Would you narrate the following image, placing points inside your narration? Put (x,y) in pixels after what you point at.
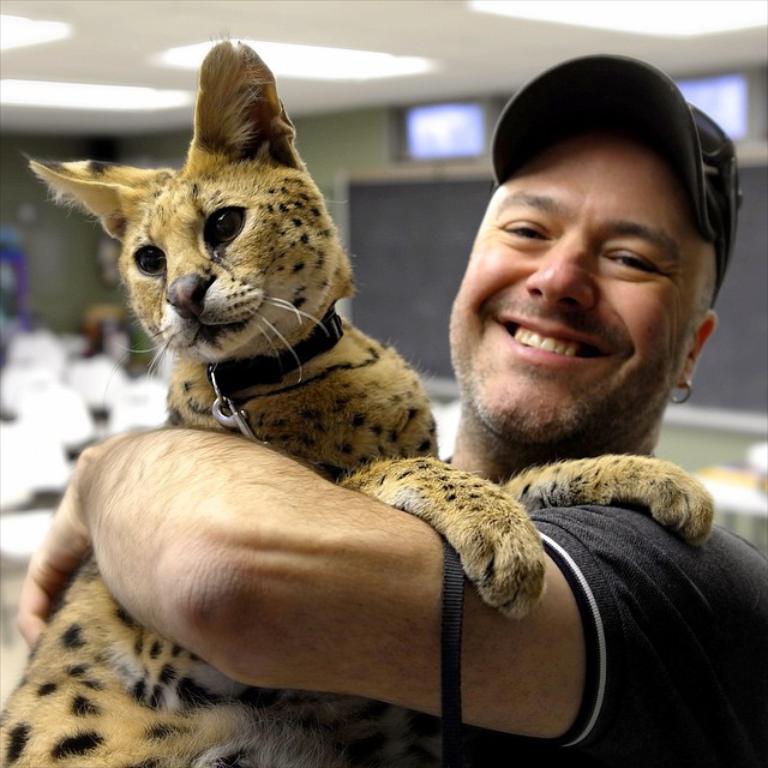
In the image there is a man (582,227) with grey t-shirt (671,712) and cap (602,114) holding a wild cat (209,355), this is clicked inside a hall (75,78), there are lights (318,52) over the ceiling (426,24).
